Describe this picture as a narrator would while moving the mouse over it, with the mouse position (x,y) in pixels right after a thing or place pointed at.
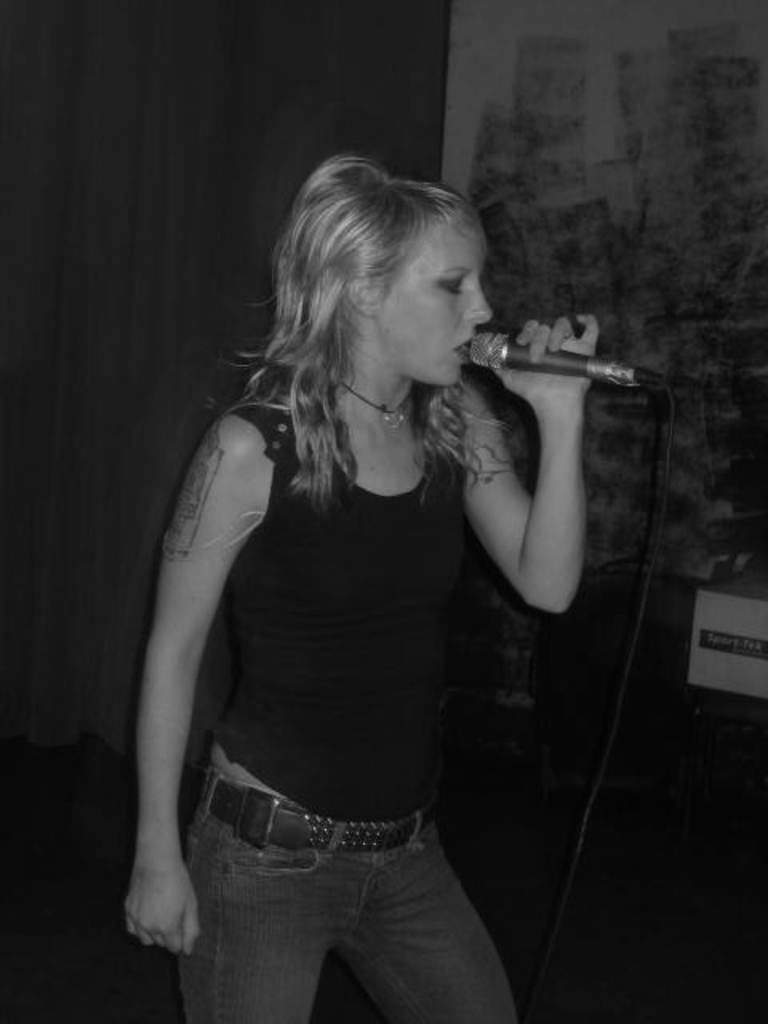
In this image, In the middle (487,502) there is a woman (573,386) she is standing and holding a microphone (528,369) which is in black color and she is singing in the microphone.
